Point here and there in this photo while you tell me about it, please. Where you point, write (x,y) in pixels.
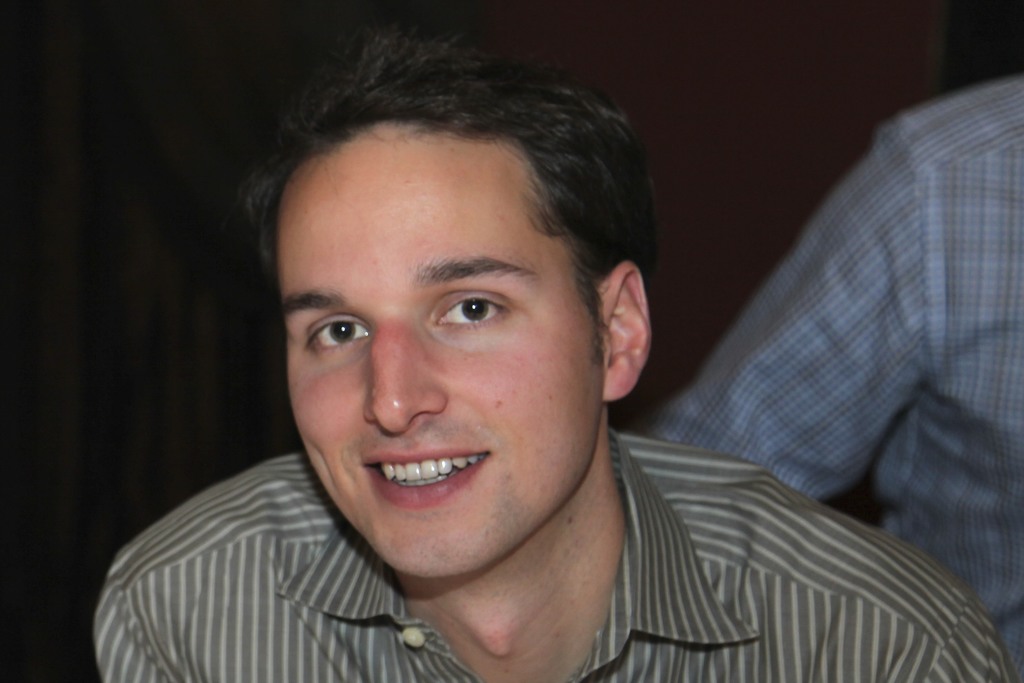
In the image i can see a person (407,515) who is smiling, behind him there is another person (840,263) and i can see the background (135,113) is black.
